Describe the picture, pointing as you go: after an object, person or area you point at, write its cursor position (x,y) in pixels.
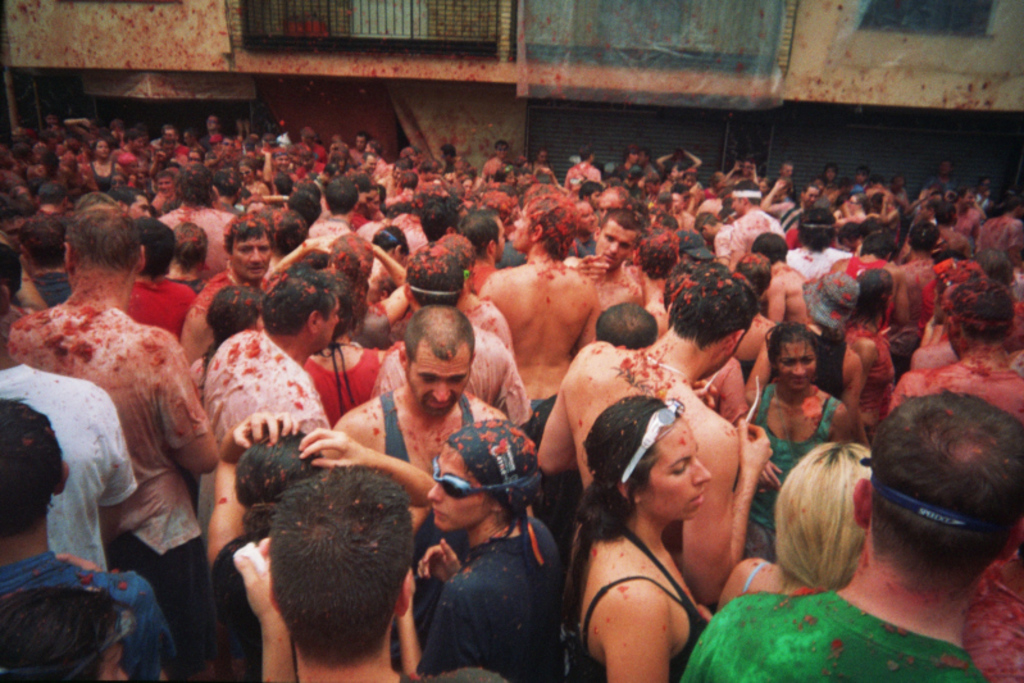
in this image we can see group of persons (589,579) standing. One woman (523,475) wearing goggles (523,484) and cap (488,453). One person (897,593) is wearing green t shirt (867,658). In the background (178,38), we can see a building (520,94) and metal fence (423,30).
